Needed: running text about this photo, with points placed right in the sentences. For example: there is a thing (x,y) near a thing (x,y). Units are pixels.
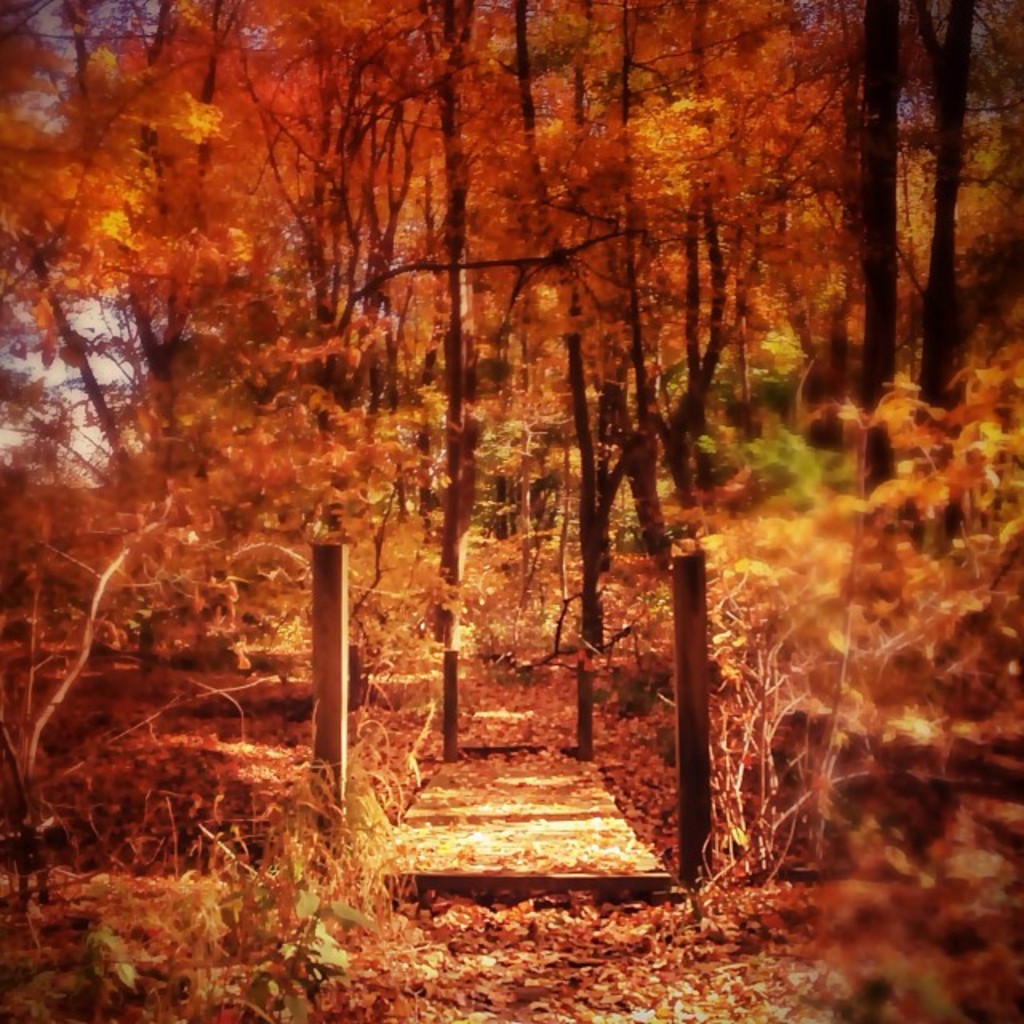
In this image I can see colorful trees (691,135) visible and I can see a wooden bridge (586,788) visible on the ground (436,969).
